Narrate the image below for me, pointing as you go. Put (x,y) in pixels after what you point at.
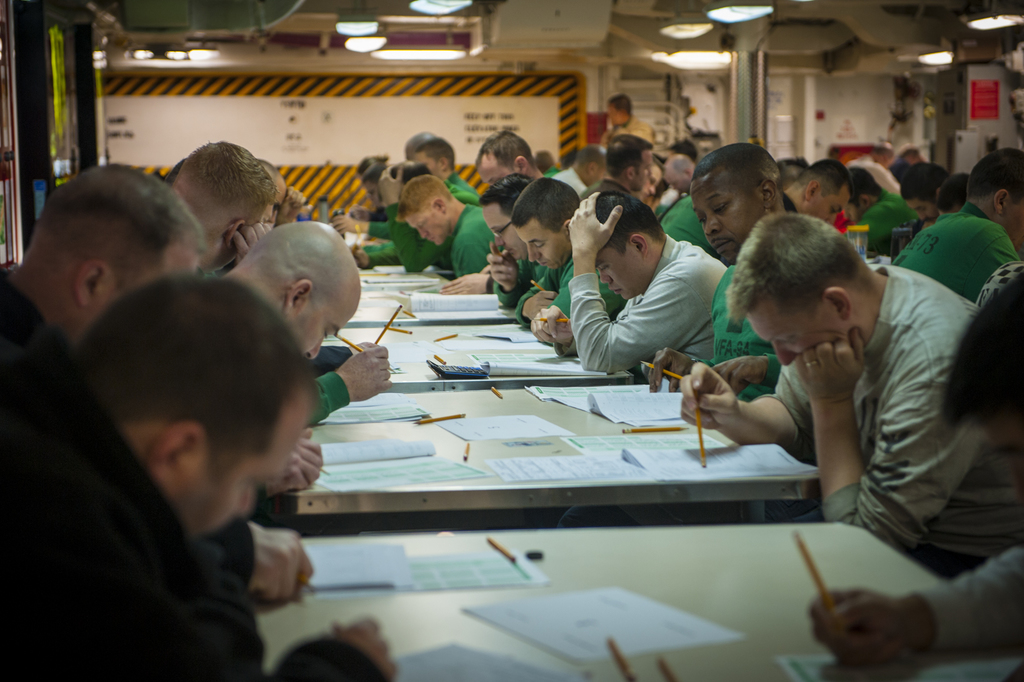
Around this table (521,412) this group of people (877,519) are sitting. On this tables (532,457) there are papers (549,608) and pencils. Far there is a calculator (450,369) on this table (448,355). On top (679,33) there are lights (699,33). Most of the persons (166,495) are holding pencils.
